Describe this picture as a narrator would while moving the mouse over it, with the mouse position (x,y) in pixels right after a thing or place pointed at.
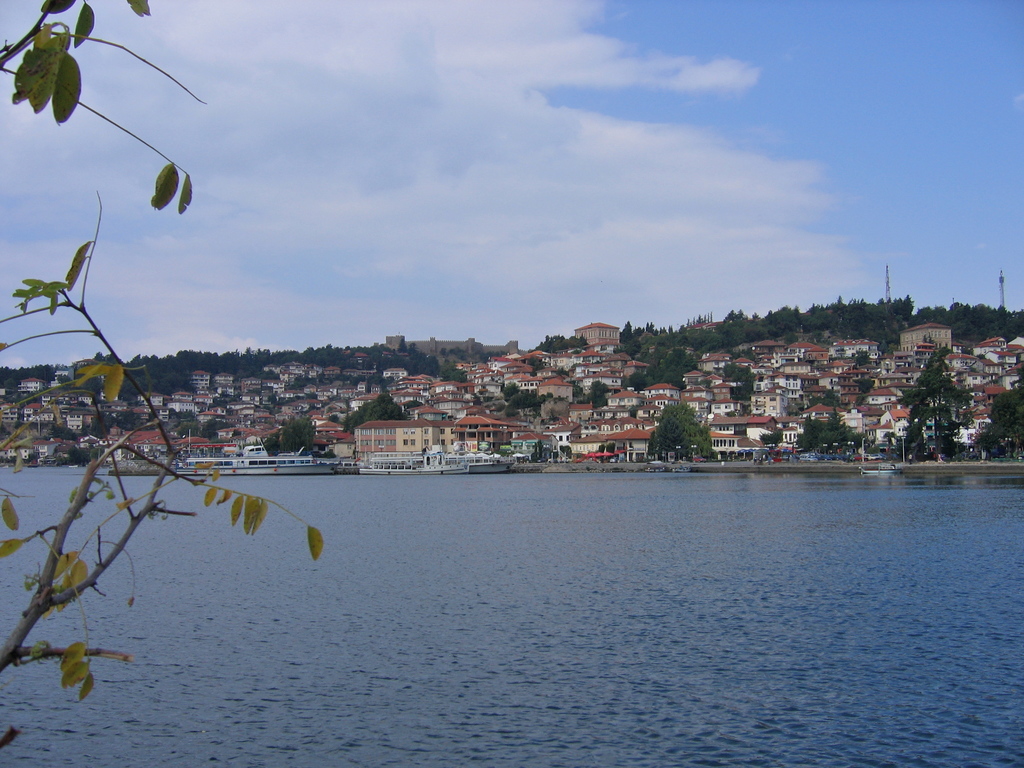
In the picture we can see water (556,641) and far from it, we can see houses (730,399), trees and in the middle of the houses (656,400) also we can see some trees (807,322) and behind we can see a sky (773,205) with clouds (716,151).
